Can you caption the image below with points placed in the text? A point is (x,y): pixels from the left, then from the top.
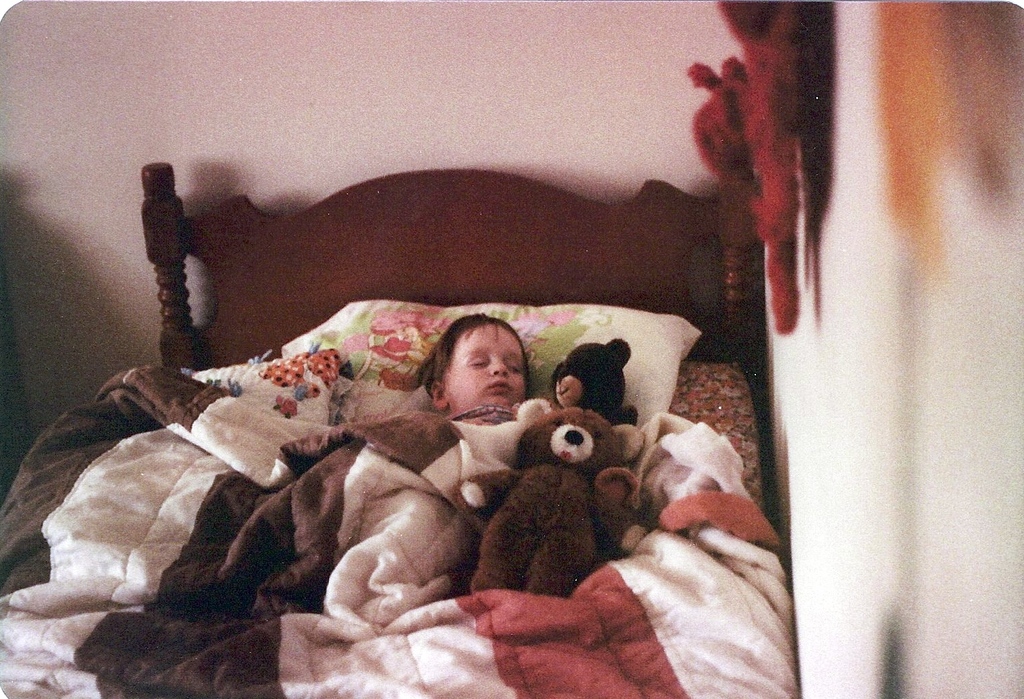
Here we can see baby (491,416) sleeping on a bed (466,443) with a pillow (533,377) under him, having a blanket (436,520) on him, there are teddy bears (543,428) present beside him.
